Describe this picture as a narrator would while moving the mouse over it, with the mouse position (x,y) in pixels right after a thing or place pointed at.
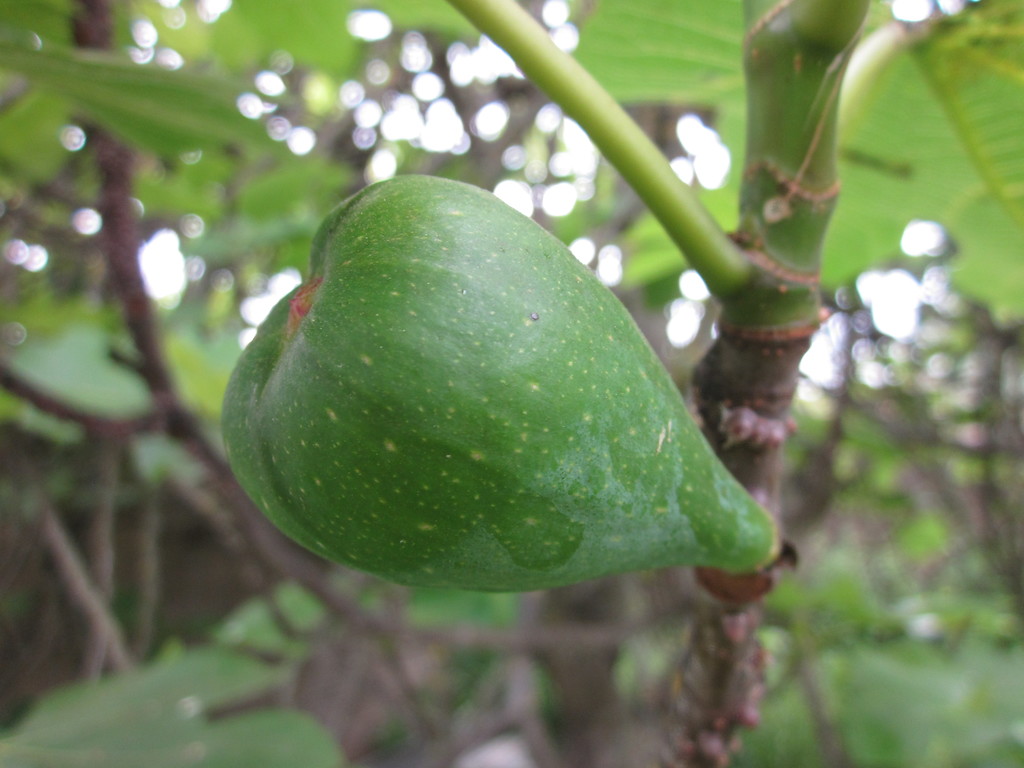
In this picture I can see a fruit (627,364) to the branch (750,362) of a tree (723,296), and in the background (122,261) there are trees (289,226).
